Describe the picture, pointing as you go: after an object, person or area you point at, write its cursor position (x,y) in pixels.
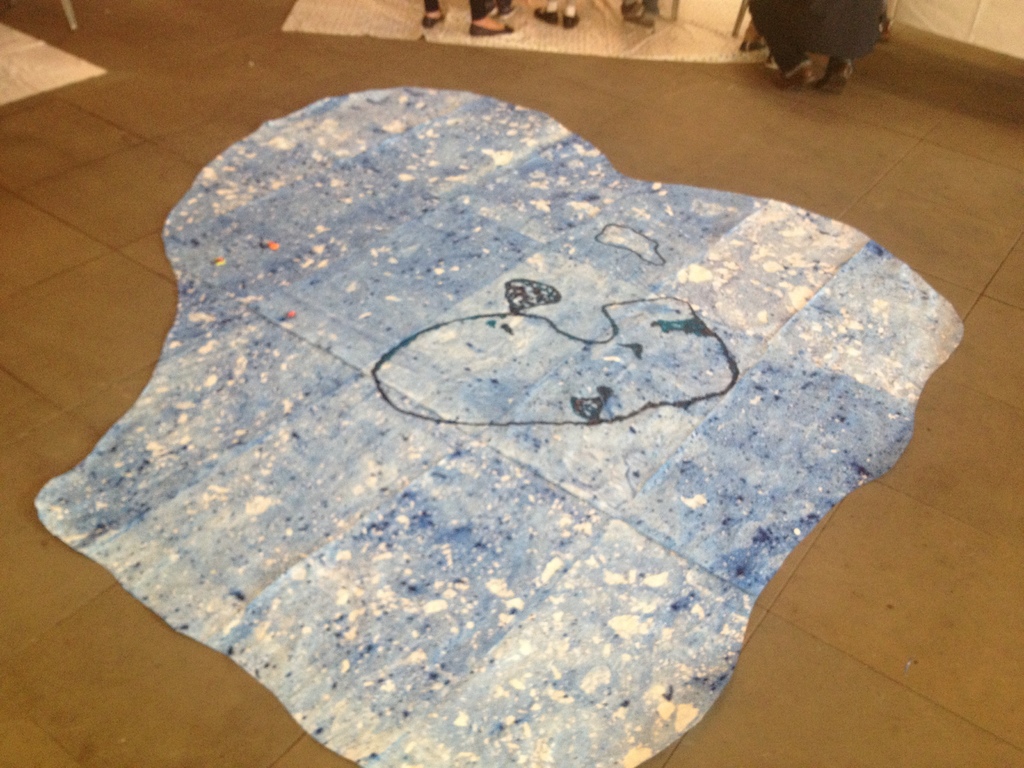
In this picture there is a printed paper (484,383) in the center of the image (484,410) and there is a mat (311,20) in the top left side of the image (1,73) and there are people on the mat (315,6) at the top side of the image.
